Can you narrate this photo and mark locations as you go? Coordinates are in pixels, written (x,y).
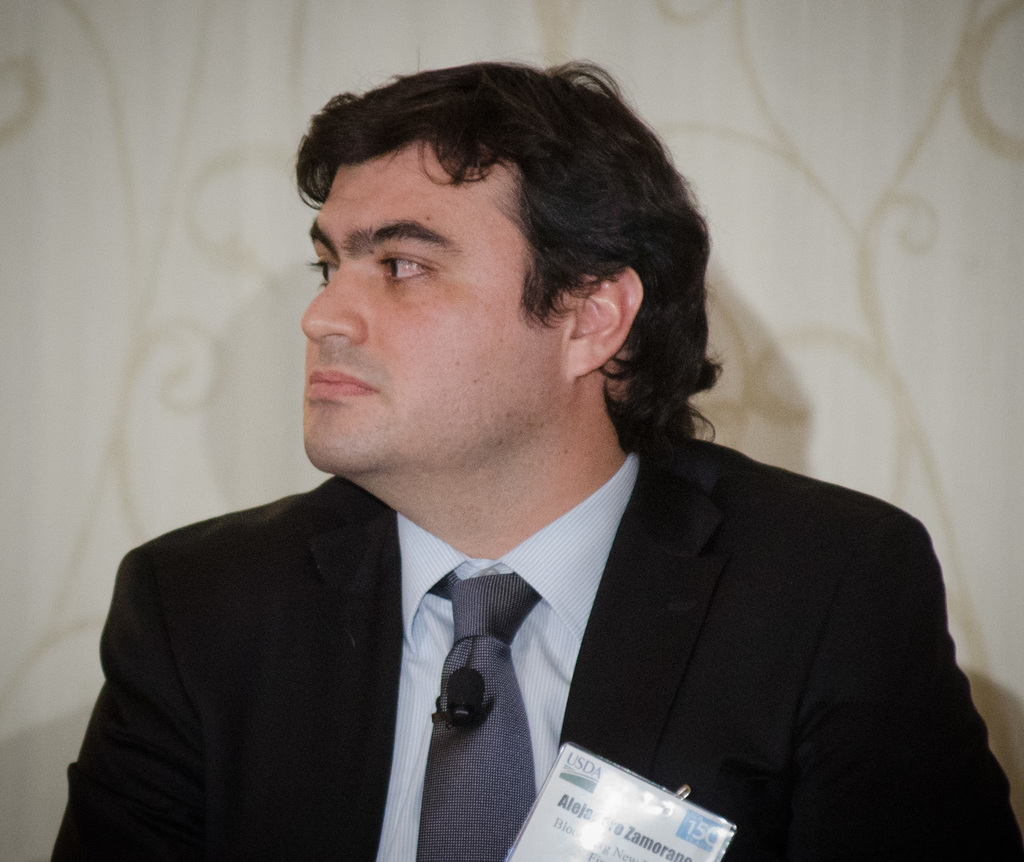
In this image I can see a person (497,639) wearing a black color suit (582,676) and the background (25,646) is white.
